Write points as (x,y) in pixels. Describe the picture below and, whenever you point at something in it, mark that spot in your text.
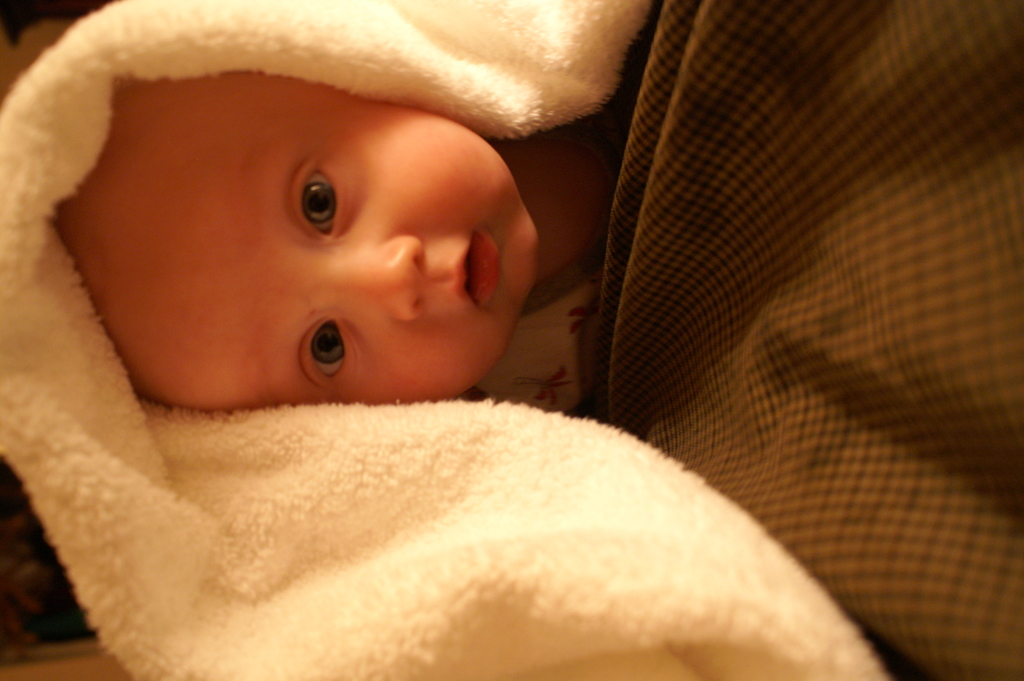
In this picture we can see a kid (387,183), on the left side (100,521) there is a towel (48,409), we can see a cloth (844,282) on the right side (917,277).
